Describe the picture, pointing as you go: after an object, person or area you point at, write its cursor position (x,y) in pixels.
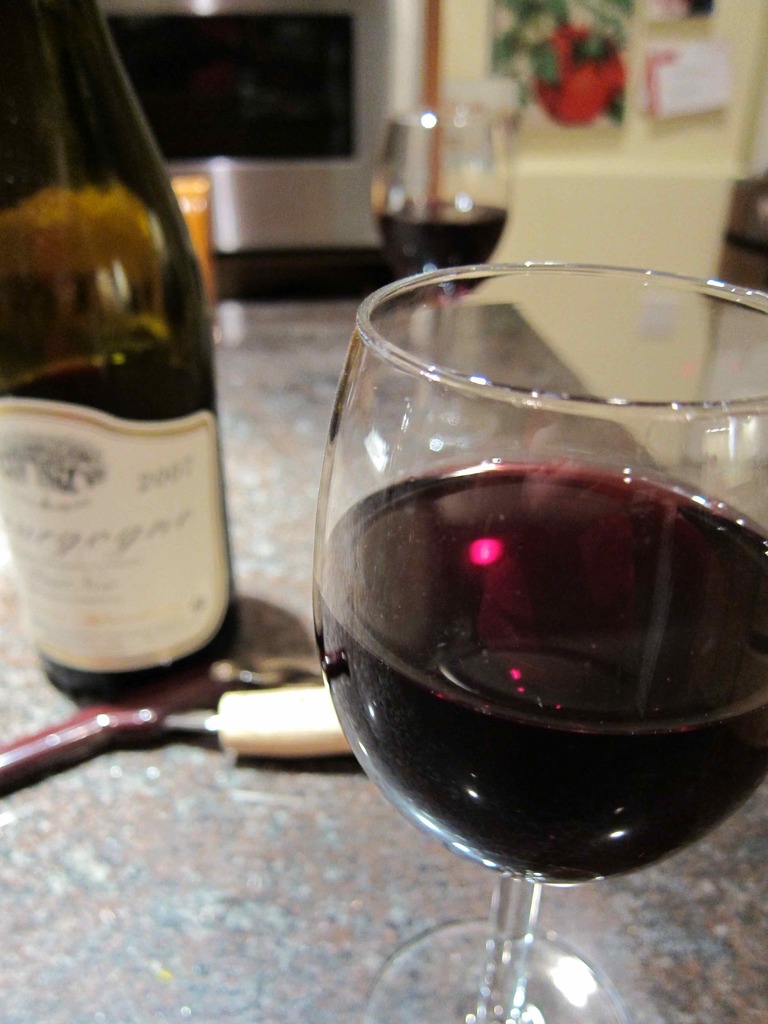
in this picture there is a bottle (193,569) and two glasses (408,638) on the table (308,630). There is wine (540,680) in the glasses (540,708). On the bottle (183,538) there is label (115,538) sticked. There is door (541,173) in the background (576,168) and its blurred.
